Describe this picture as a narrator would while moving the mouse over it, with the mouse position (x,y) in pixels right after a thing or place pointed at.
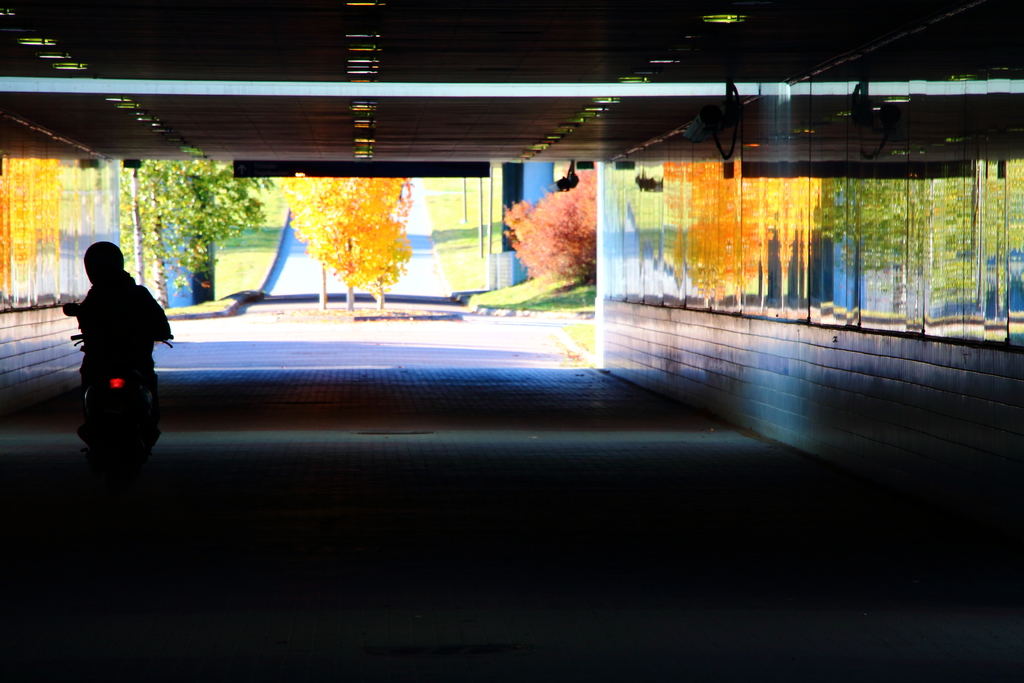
In this picture we can see a person (140,320) is riding motorcycle (146,435) on the road (398,435), beside to the person (151,306) we can find few arts (677,270) on the wall (771,278), and also we can see trees (554,232) and poles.
